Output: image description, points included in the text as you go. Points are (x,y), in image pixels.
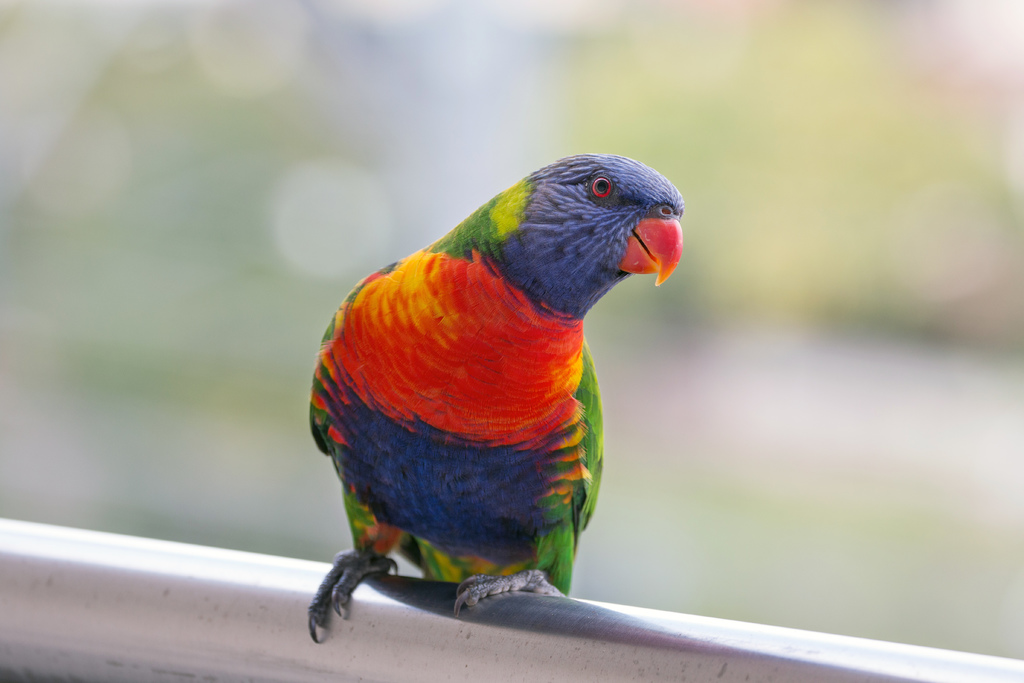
As we can see in the image in the front (517,361) there is a bird (505,449) and the background (203,172) is blurred.
